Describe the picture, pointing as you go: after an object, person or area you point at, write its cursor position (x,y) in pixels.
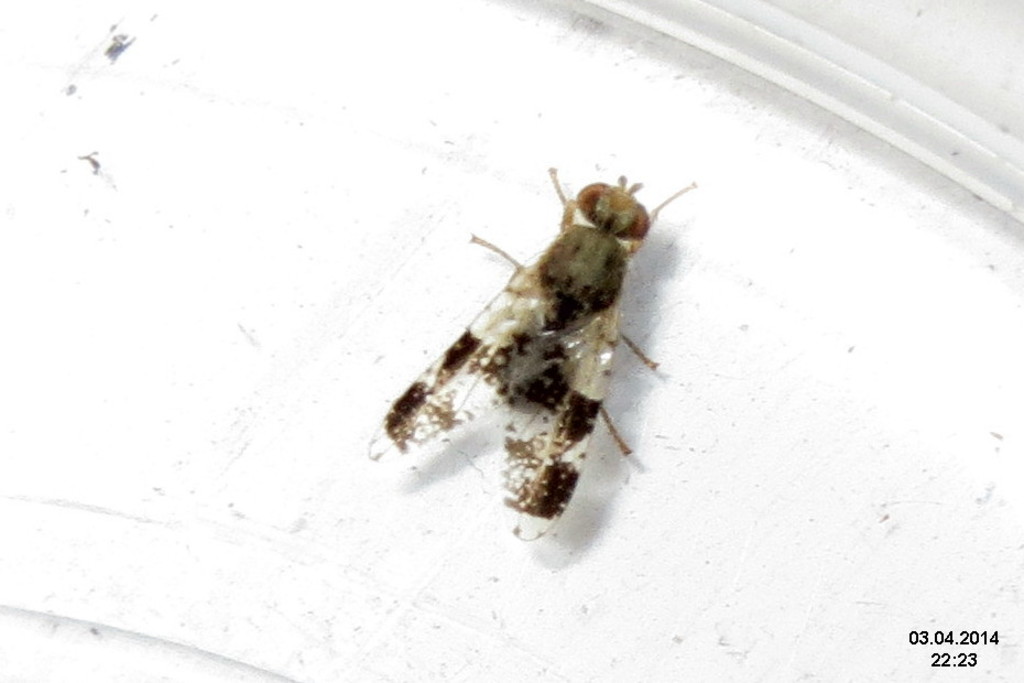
In this image, we can see a house fly (609,341) on the white surface (460,292). On the right side (992,643) bottom corner, we can see the watermarks (970,656). It represents date and time.
